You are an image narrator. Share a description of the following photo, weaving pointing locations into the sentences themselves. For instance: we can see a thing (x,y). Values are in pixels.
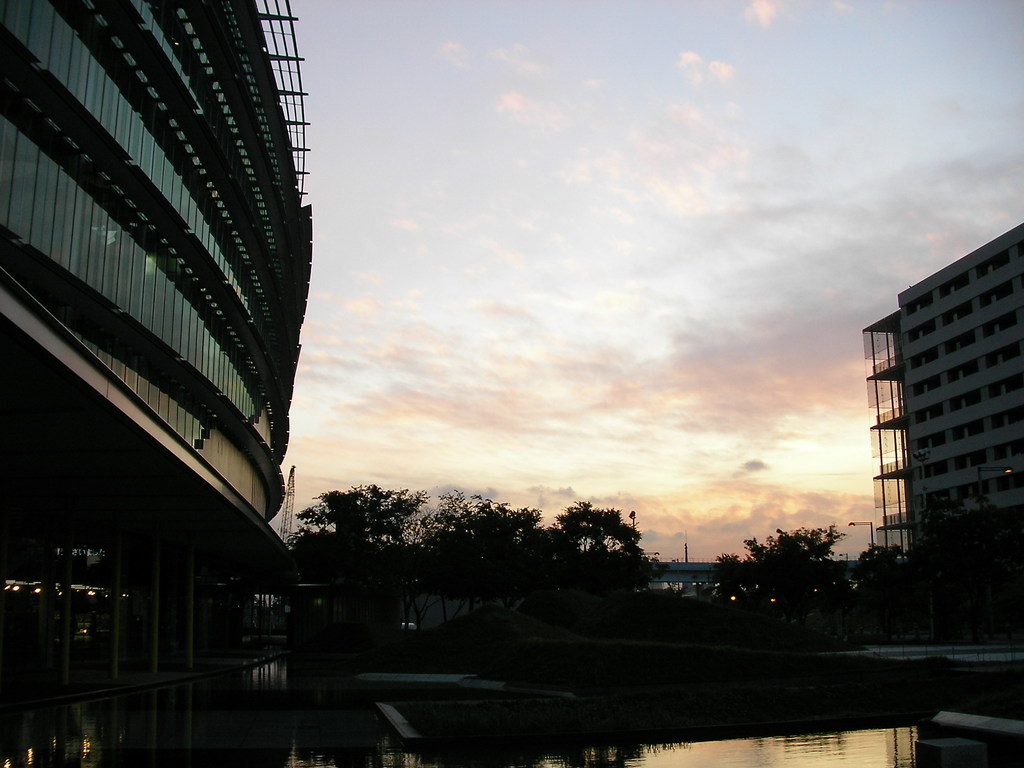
In the foreground of the picture (370,701) there is water (262,707). In the center of the picture (366,500) there are trees (871,563), lights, towers (287,492), streetlight (850,522) and buildings (14,169). Sky (533,296) is bit cloudy. This is a picture during sunset.
